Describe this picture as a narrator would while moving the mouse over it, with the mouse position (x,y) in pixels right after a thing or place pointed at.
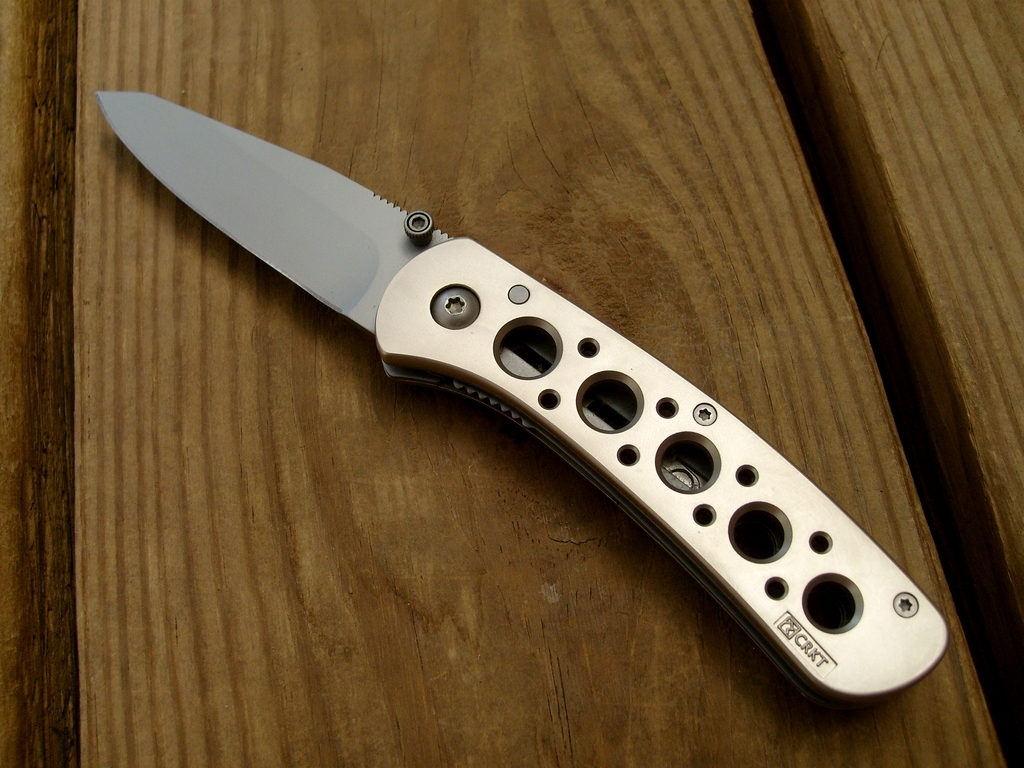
In this image there is a metal knife (404,362) on the wooden table (313,584).
